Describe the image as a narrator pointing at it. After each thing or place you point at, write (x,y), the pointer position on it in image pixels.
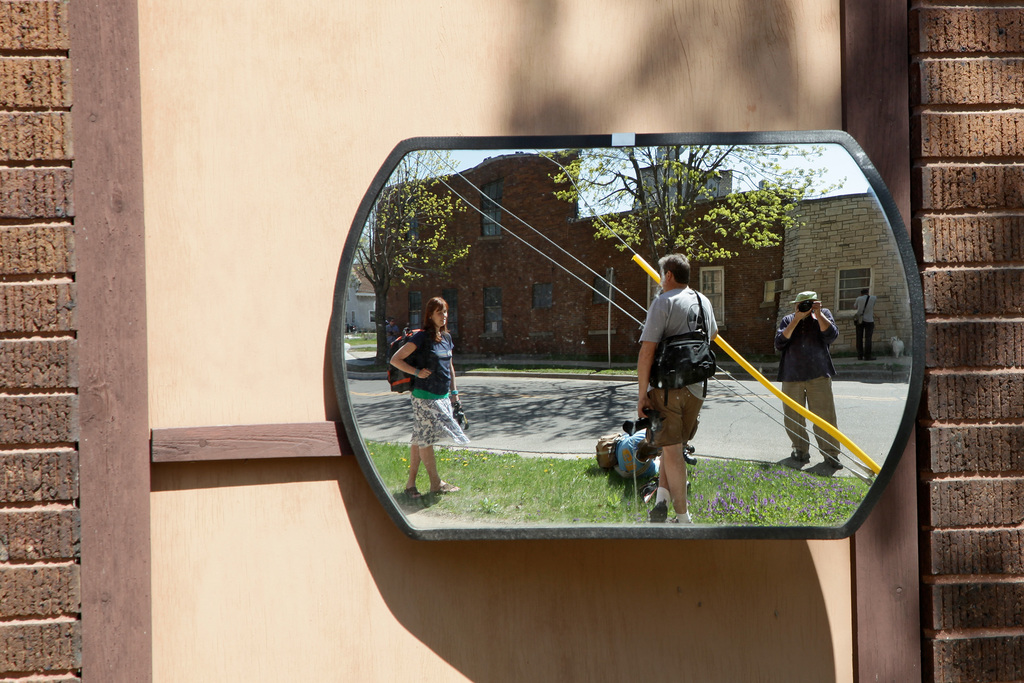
In this picture there is a mirror (482,149) in the center of the image (646,243).
